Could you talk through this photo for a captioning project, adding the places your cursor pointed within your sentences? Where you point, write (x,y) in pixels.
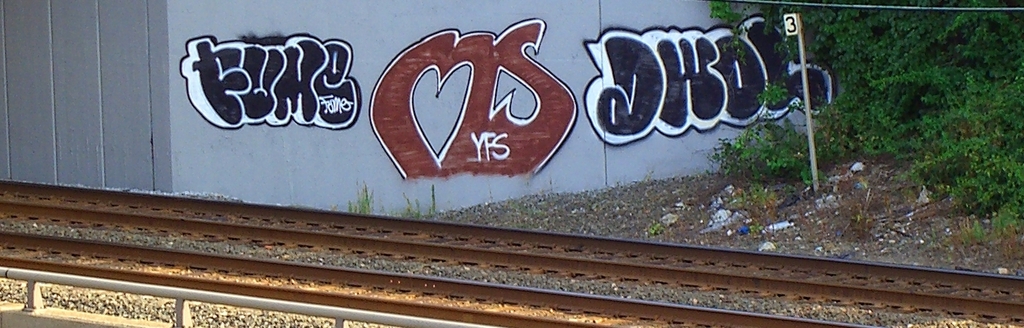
In this image we can see some graffiti (311,110) on a wall (353,112). We can also see a pole (792,22) with a number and some trees (904,107). On the bottom of the image (430,263) we can see the track (218,274) with some stones (190,240).
